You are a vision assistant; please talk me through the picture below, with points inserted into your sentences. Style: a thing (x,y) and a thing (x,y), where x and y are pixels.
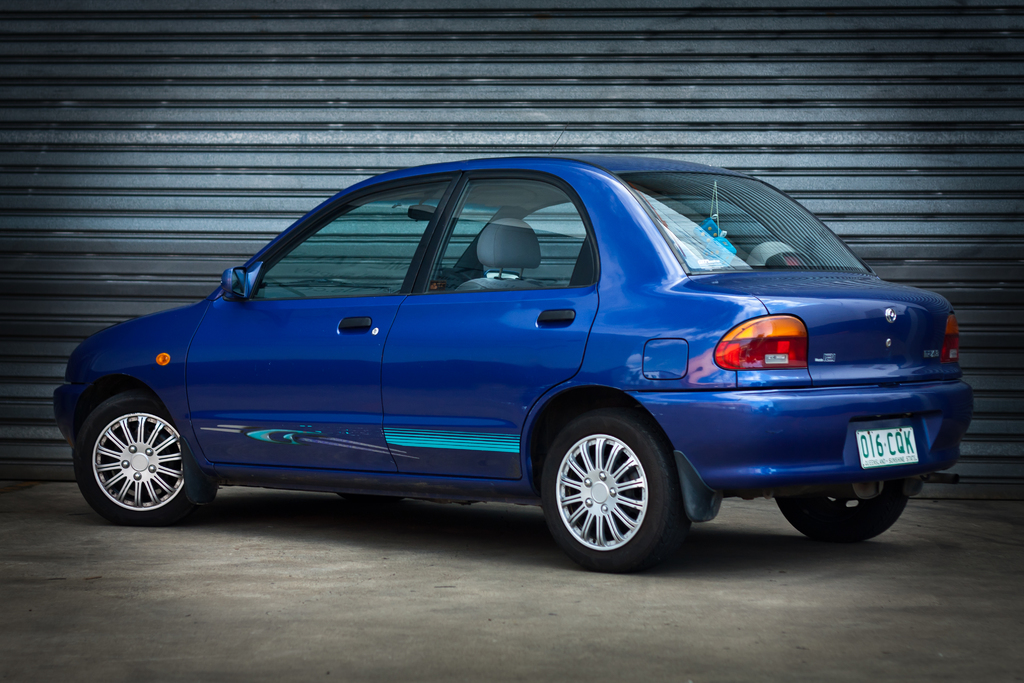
In this picture I can see the path (135,580) in front (78,554), on which there is a blue color car (564,347) and I see a number plate (868,439) on which there are numbers (874,450) and alphabets (899,440) written. In the background (85,78) I see the shutter (434,47).
